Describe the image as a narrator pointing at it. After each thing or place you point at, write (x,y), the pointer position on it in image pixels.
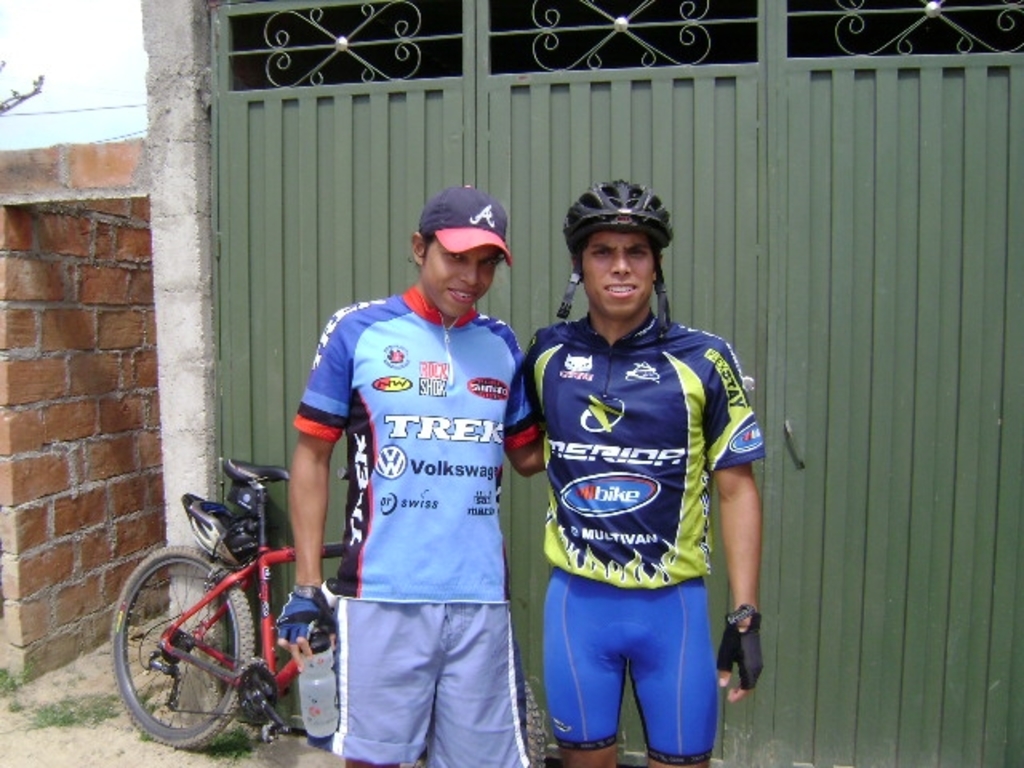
In the foreground (407,533) we can see two men (413,480) standing. In the middle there are gate (579,138), bicycle (244,619) and a brick wall (98,170). At the top left corner (66,92) it looks like sky (72,100).
